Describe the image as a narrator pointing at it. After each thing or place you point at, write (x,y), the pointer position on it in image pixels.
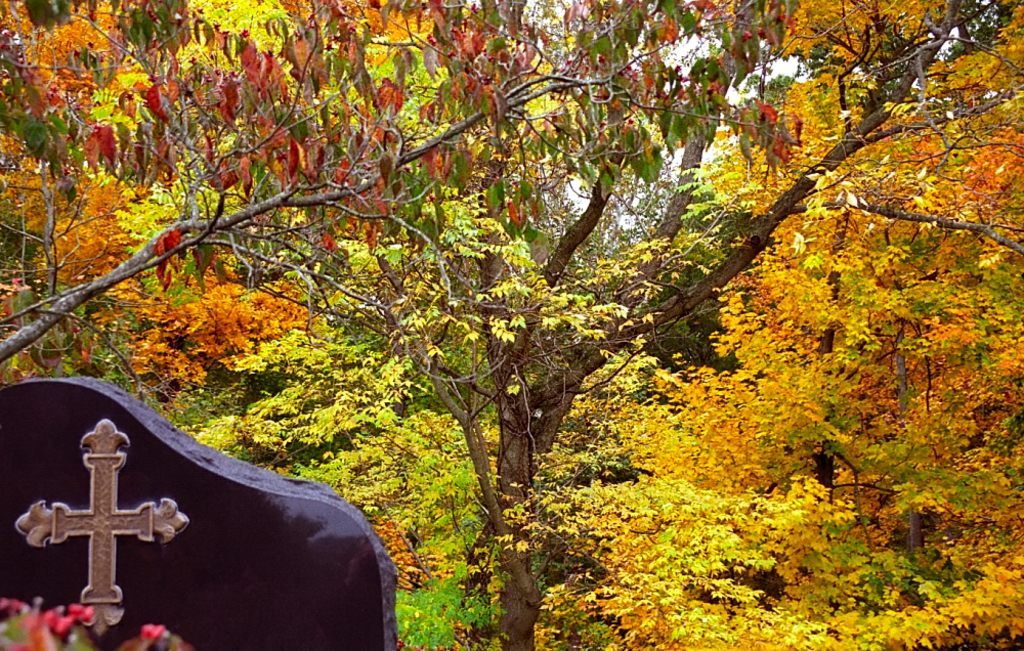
There are trees (433,422) and there is a christianity symbol (127,526) on a black gravestone (229,559) at the left (68,423).
